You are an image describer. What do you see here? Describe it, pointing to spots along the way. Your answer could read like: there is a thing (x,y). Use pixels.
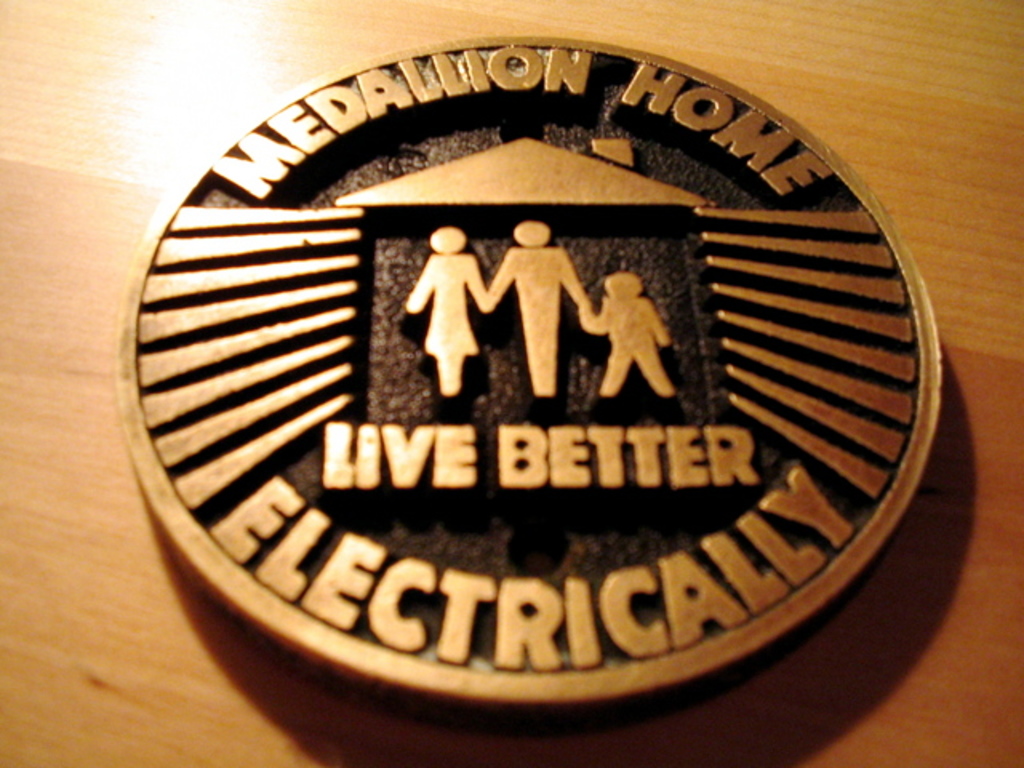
There are sculptures (438,301) of persons (529,241) and letters (275,160) on a coin (768,160). This coin (806,237) is on a wooden surface (672,13).
